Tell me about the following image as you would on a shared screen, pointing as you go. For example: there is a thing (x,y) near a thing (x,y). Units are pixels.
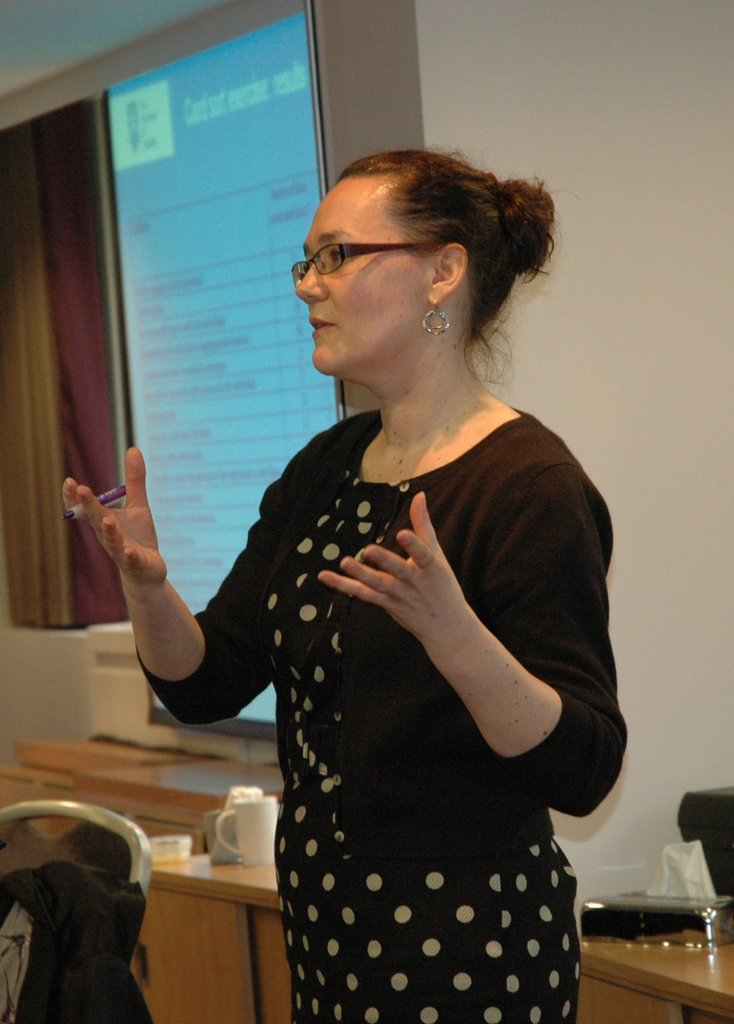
In this image there is a woman (439,658) standing in the center (466,665). In the background (223,579) there is a screen (182,302) and there is a white colour cup (253,832). There are curtains (68,413) and there is a chair (136,873) with black colour cloth (79,944) on it.
